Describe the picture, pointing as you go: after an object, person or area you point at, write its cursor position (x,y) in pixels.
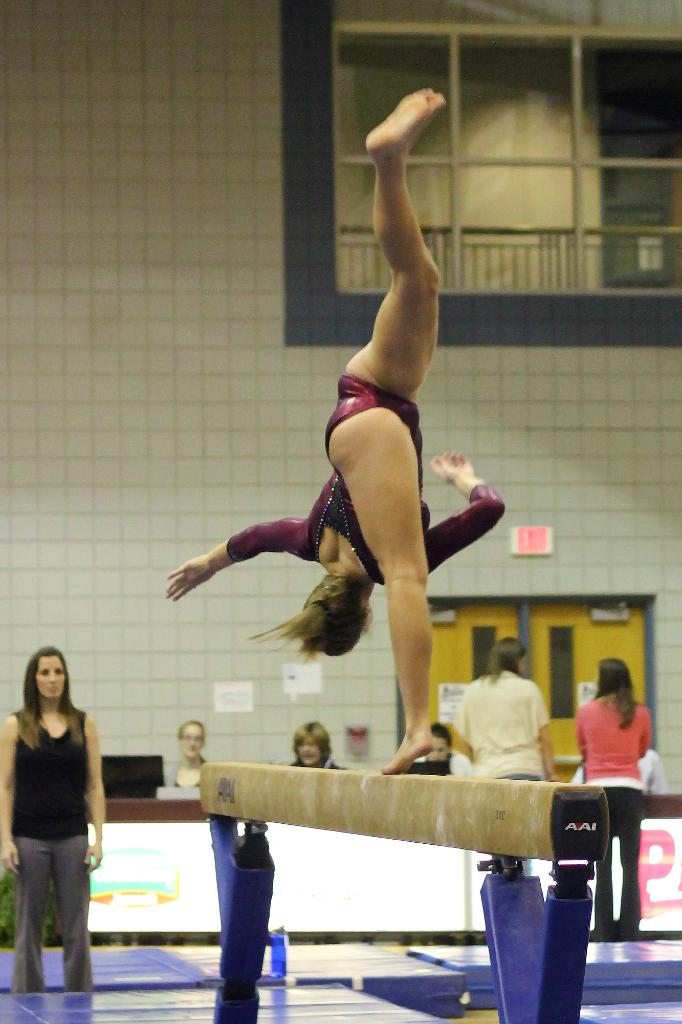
In this image we can see the person (348,442) doing gymnastics and there are a few people (102,837) standing and there is the board (150,871). And at the back (282,280) we can see the wall (293,226) with windows (516,247) and doors (570,674). And there are boards (532,530) attached to the wall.
